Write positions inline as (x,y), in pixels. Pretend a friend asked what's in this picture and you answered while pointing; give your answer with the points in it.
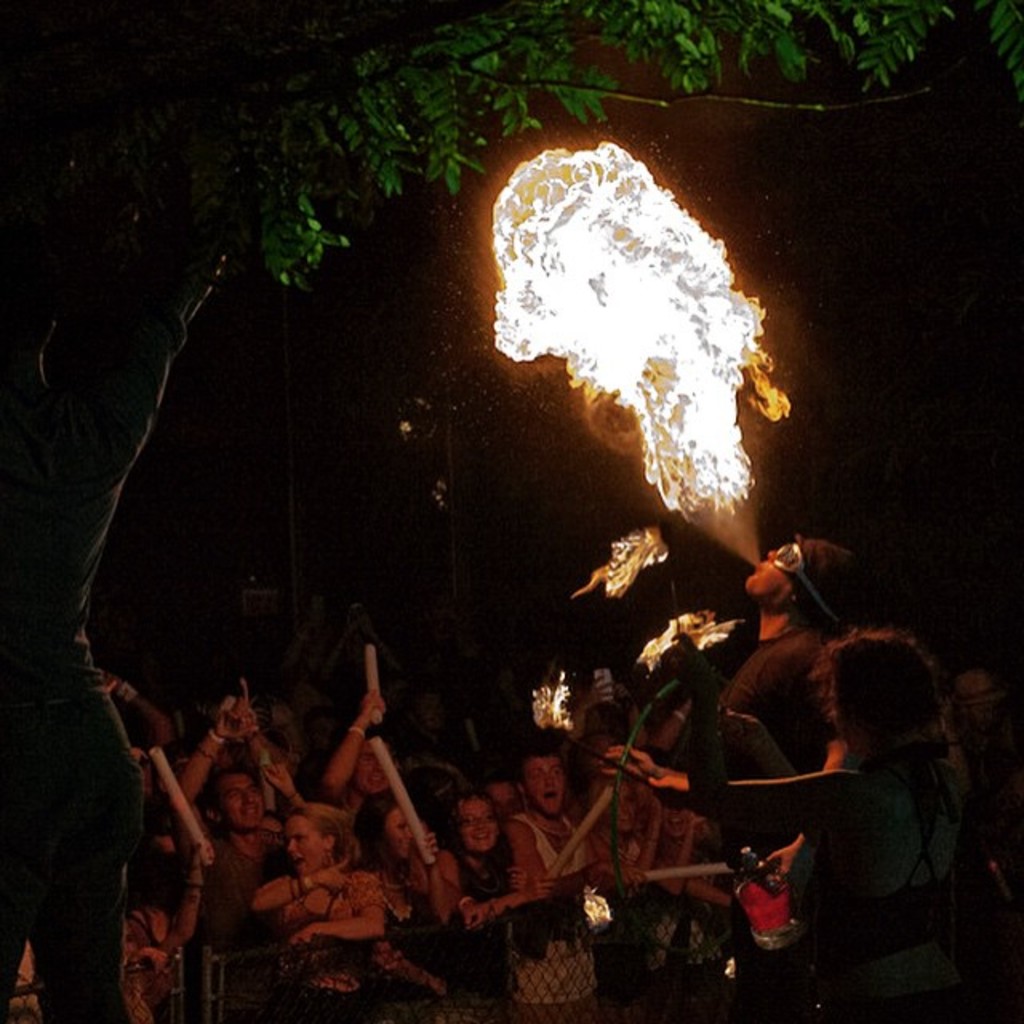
In this image there are two people (773,591) performing an action and behind them there is a group of people (446,905) standing, a few of them are holding objects (428,850) and in the background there is a tree (279,0).
